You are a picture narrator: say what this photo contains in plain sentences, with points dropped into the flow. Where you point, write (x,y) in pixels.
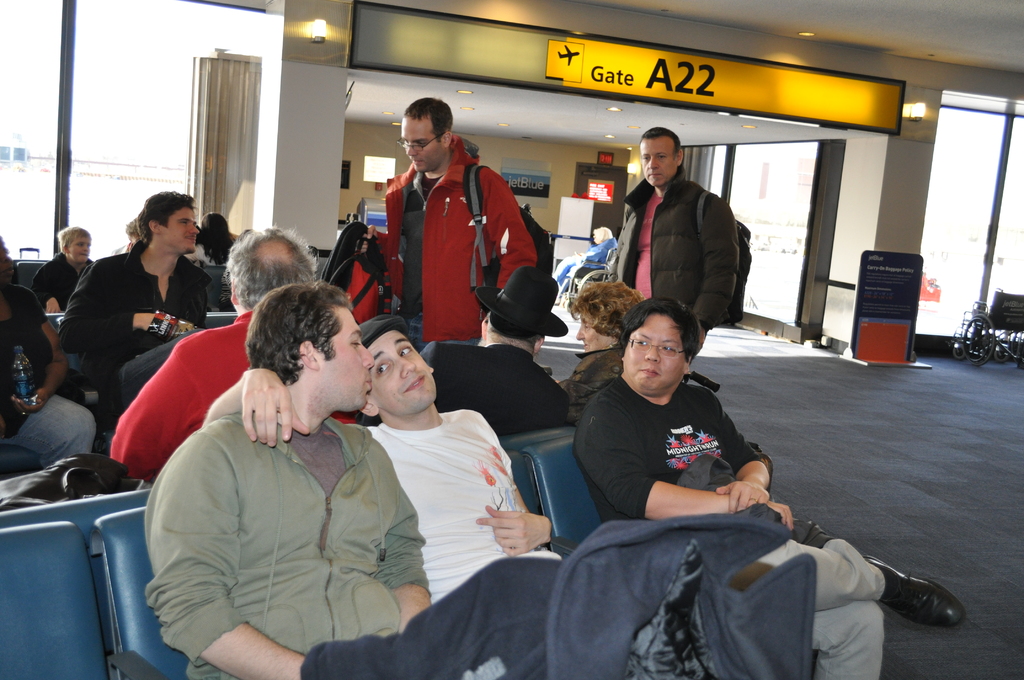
In this image I can see group of people (167,423) some are sitting and some are standing. The person (309,508) in front (349,481) wearing green shirt (299,523) and blue pant (508,664) and the other person (450,190) is wearing red color jacket (450,201) and a bag (475,237). Background (627,63) I can see a yellow color board (631,51) attached to the wall (561,14) and the wall (512,144) is in cream color, I can also see few glass doors (140,74) and a wheel chair (1008,297).
